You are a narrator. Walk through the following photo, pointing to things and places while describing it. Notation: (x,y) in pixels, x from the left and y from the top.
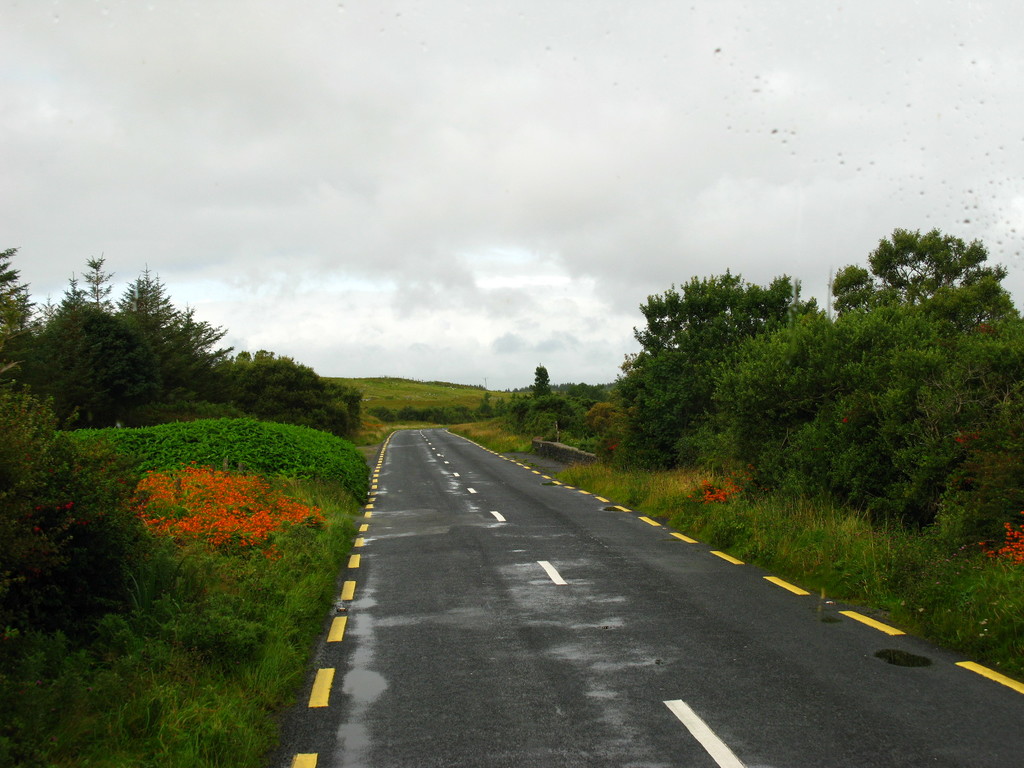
In the foreground of this image (610,542), there is a road (422,591). On either side, there are plants (229,449), flowers (223,509), grass (180,570) and trees (758,417). In the background (462,392), there is grassland (446,383). At the top (370,123), there is the sky (363,267) and the cloud (335,105).
